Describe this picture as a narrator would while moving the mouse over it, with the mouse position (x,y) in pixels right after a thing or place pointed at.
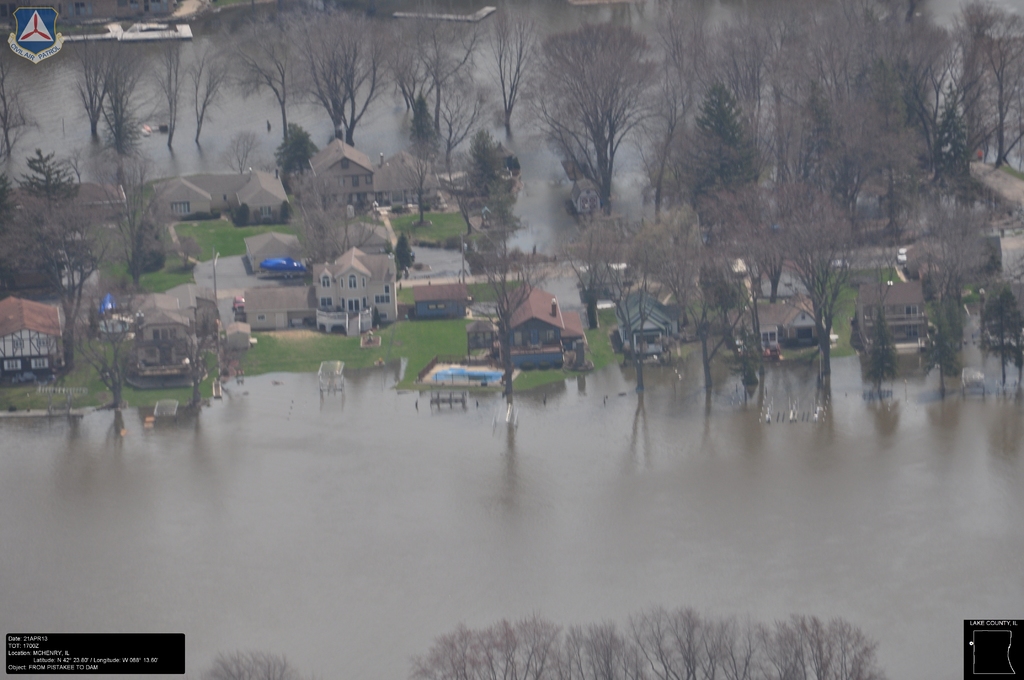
This picture is clicked outside the city. In the center (457,404) there is a water body (558,477) and we can see the buildings (445,293) and some other objects (273,274). In the background (384,38) we can see the trees (377,52). At the bottom left (135,651) there is a text (82,664) on the image.
